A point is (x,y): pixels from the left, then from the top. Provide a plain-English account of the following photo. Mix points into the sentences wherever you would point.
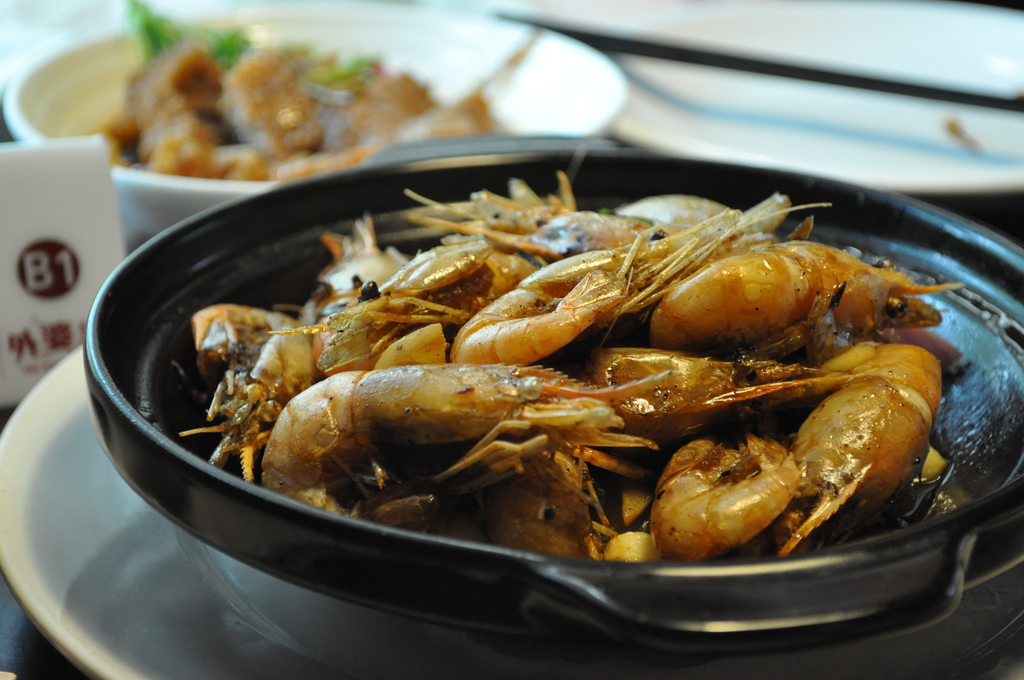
In this picture there is a plate (1000,558) in the center of the image (551,320), which contains cuisine (227,436) in it and there is a bowl (86,103) at the top side of the image (318,111).
